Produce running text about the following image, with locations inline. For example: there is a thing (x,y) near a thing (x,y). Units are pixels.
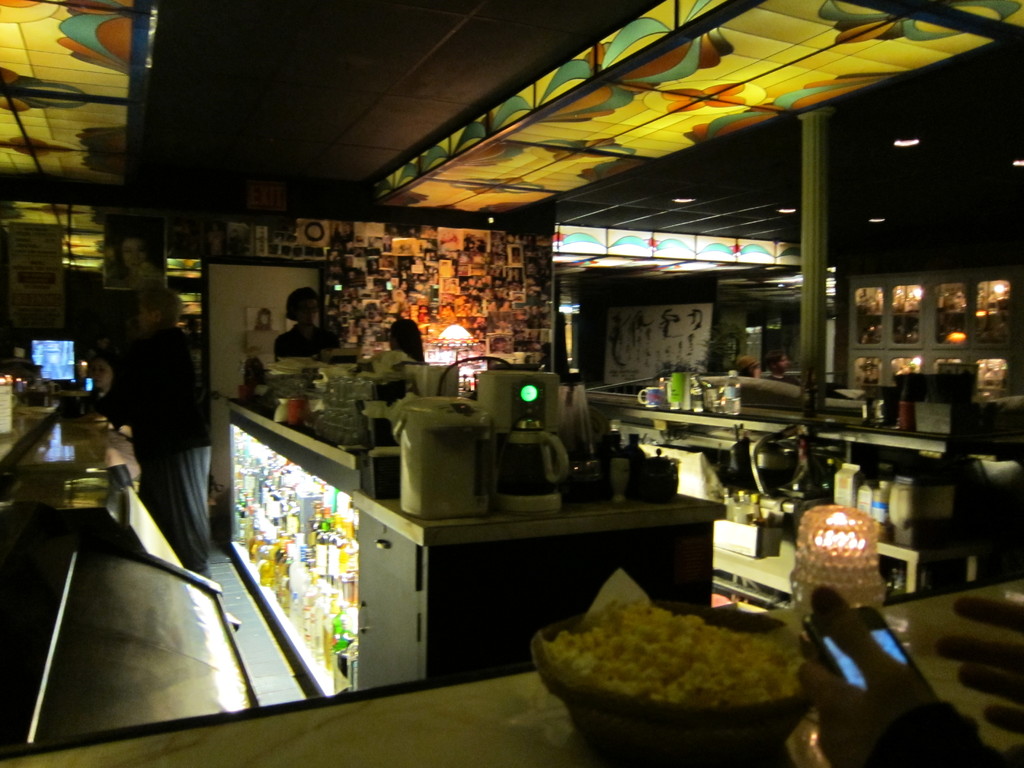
In this image I can see a few bottles (865,494), cups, machines (488,385) and few objects (361,442) on the tables (55,412). In front (710,639) I can see a food (732,678) in the bowl (762,716) and a person (857,695) is holding a mobile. Back I can see few people (157,422), system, pillars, lights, banners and something is attached to the wall (416,250).
